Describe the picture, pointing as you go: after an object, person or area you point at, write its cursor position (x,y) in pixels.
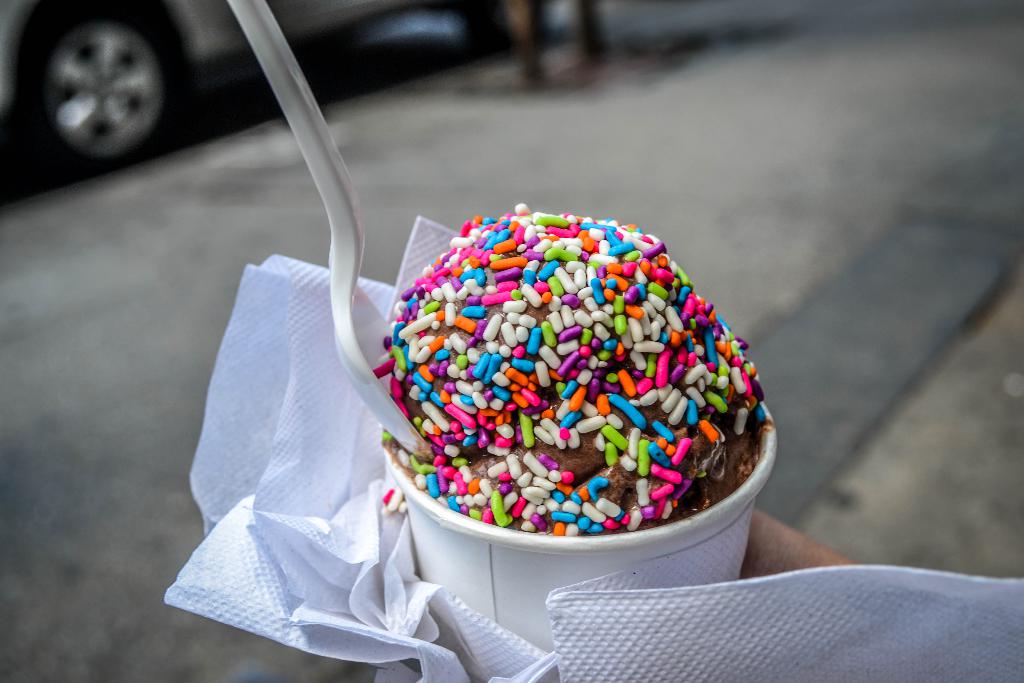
In the foreground (491,483) I can see a person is holding a cup (679,540) in hand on which sprinkles (603,417) and a spoon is there. In the background (867,175) I can see a car (18,102) and a person (589,51) on the road (543,73). This image is taken may be on the road (362,172).
